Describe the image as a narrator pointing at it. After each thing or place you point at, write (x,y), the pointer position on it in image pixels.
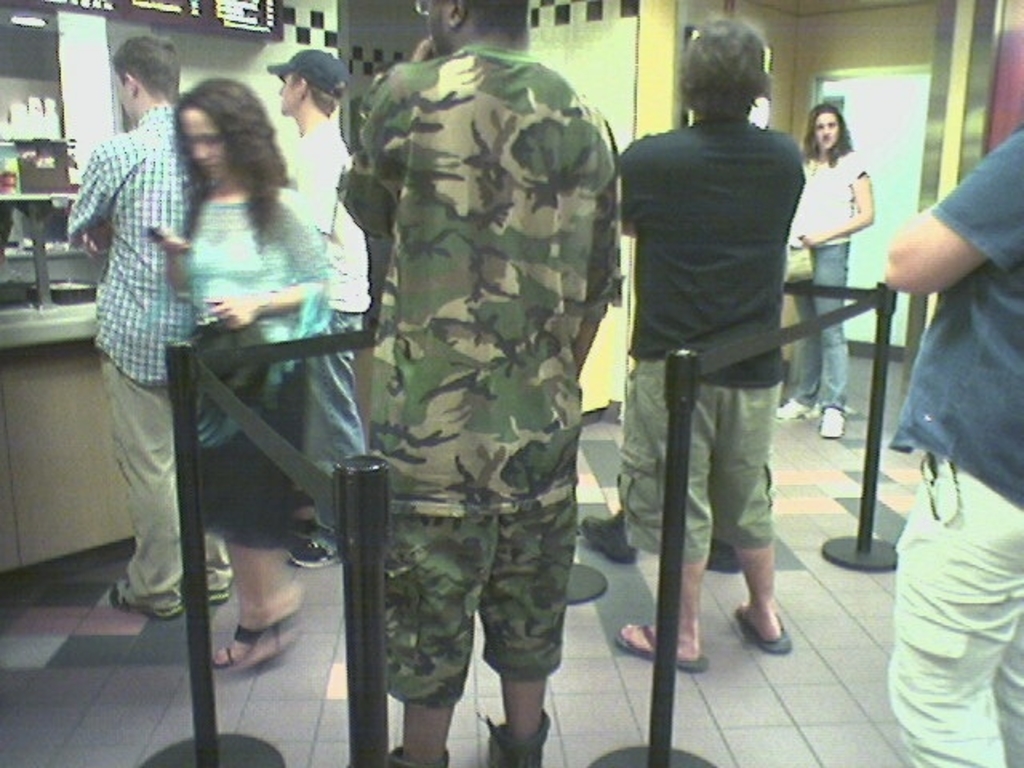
In the foreground of this image (598,311), there are persons (766,246) standing on the floor (781,697) and there are safety poles (351,560) around them. In the background (304,169), there are few persons (251,180) standing, a wall (642,24), few object (42,126) in the shelf (54,141) and a screen (242,22) like an object (234,25) on the top (226,12).
